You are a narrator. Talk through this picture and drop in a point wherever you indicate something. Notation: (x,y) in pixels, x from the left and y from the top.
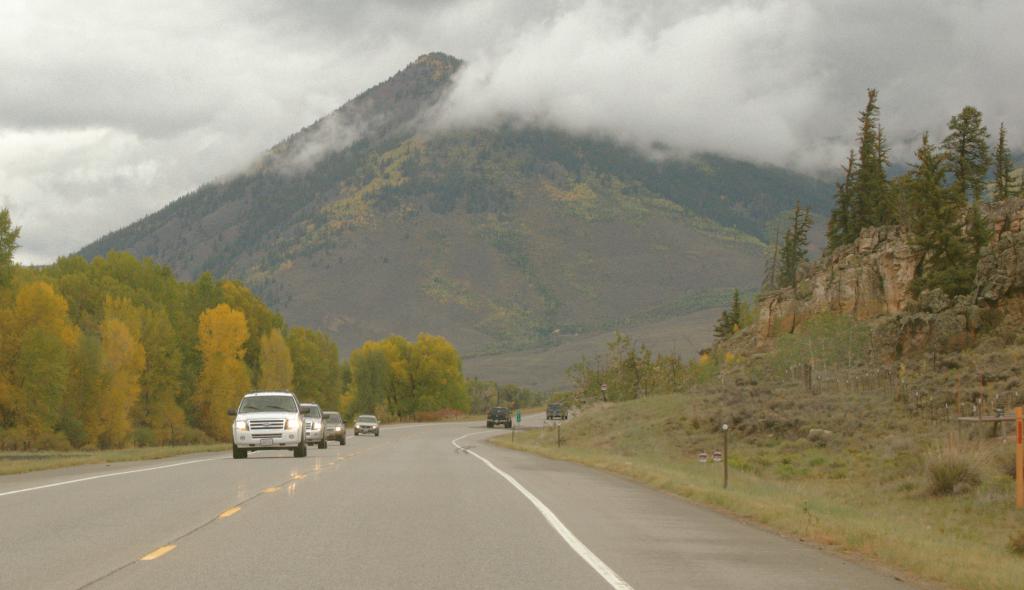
In this image I can see few vehicles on the road (171,462) and I can see few trees (787,286) in green color, few poles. Background (101,172) the sky (150,63) is in white color.
